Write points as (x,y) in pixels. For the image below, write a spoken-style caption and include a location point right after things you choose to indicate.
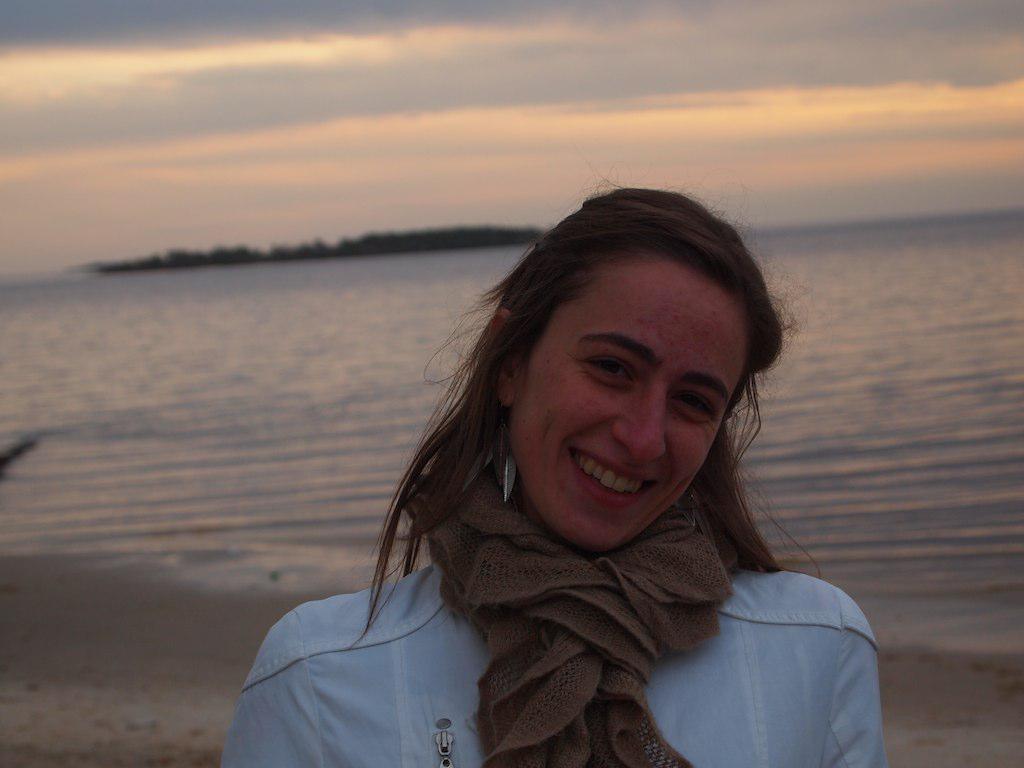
In this image, we can see a lady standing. We can see the ground (197,719) and some water (140,275). We can see some hills (514,233) and the sky (274,167) with clouds (282,125).
